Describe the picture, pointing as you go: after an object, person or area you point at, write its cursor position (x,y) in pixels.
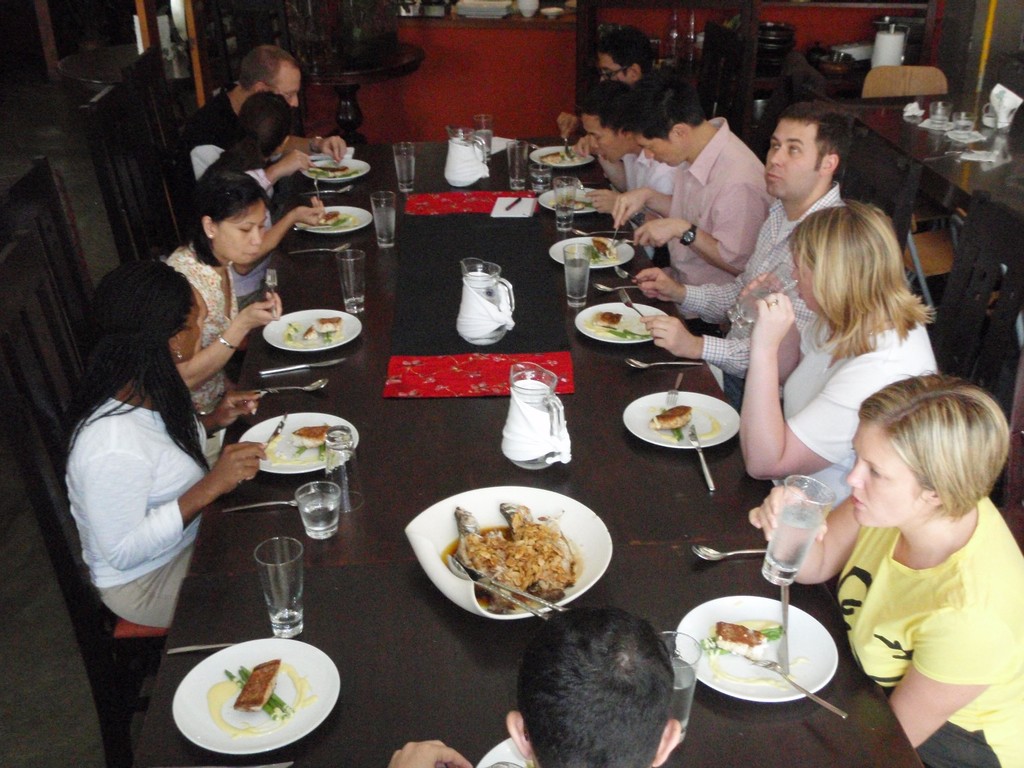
In this picture there is a table (591,235) in a center and a group of people (158,472) sitting besides the table (416,671). On the table (400,470) there are glasses (347,307), plates (417,550), jars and some food (520,581). In the background (998,190) there is another table (903,106).
